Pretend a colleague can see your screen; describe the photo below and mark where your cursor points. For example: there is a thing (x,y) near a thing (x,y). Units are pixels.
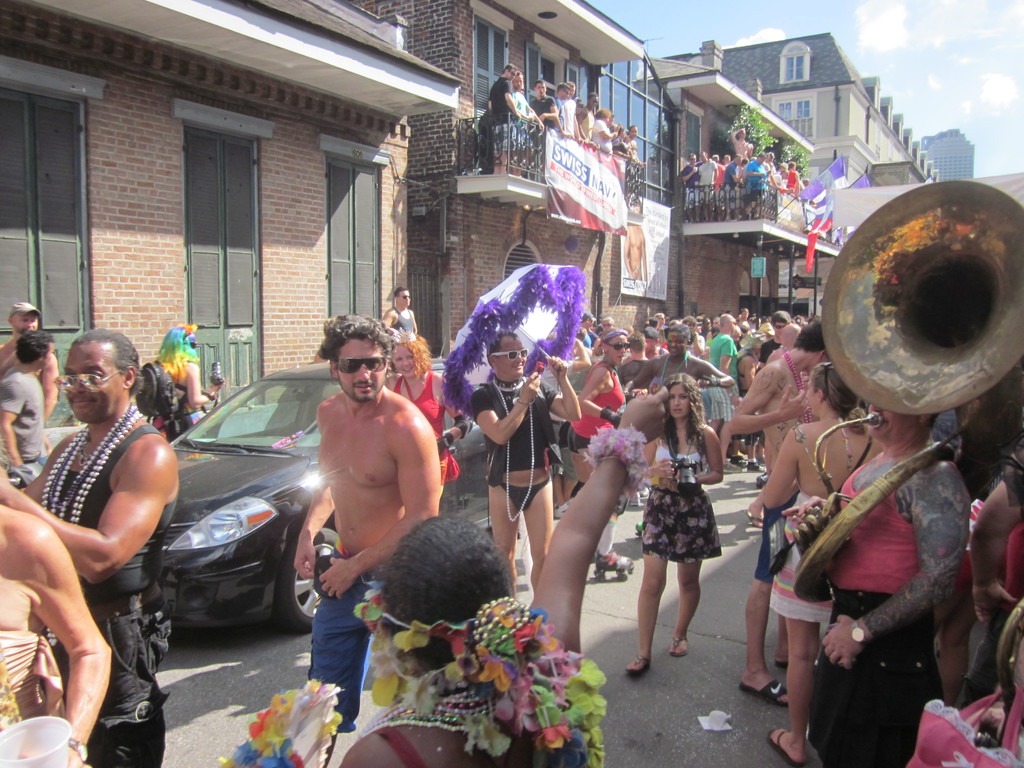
In this picture we can observe some people (609,401) walking on the road (745,521). There are men (773,448) and women (719,438) in this picture. We can observe a person (518,396) holding an umbrella (498,306) in his hand (562,363). There is a black color car (268,476) on this road (219,633). We can observe buildings (438,162) and a poster (571,195) here. In the background (709,25) there is a sky (925,51) with some clouds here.
